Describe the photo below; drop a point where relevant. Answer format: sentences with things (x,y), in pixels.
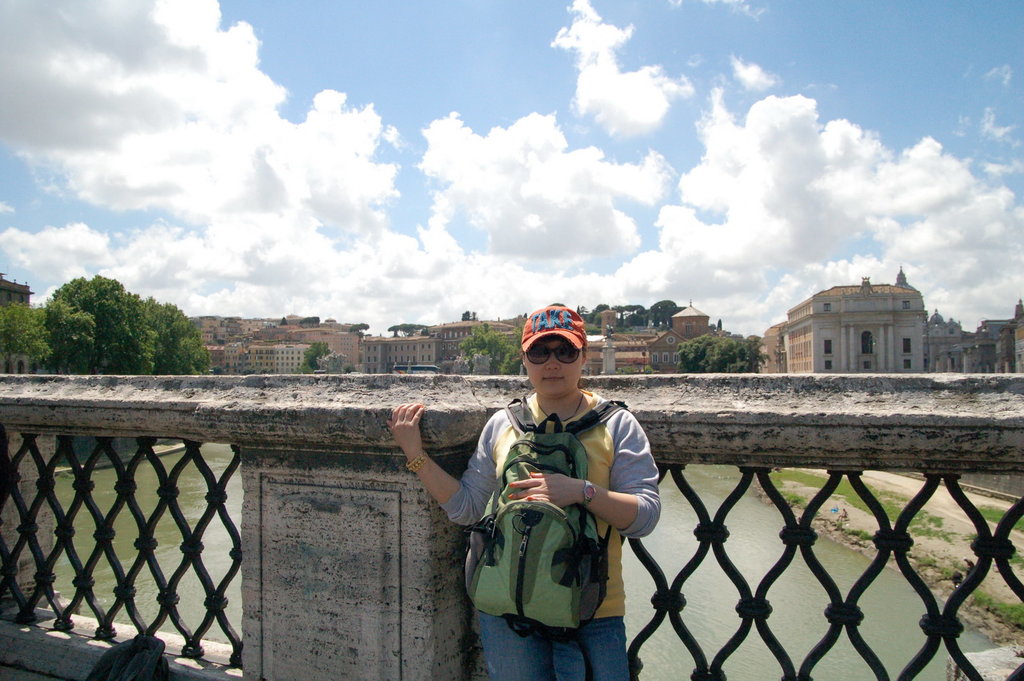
This Image is clicked outside. there is a sky (520,178) on the top (603,181) and there are trees (118,327) on the left side (91,370) and right side (738,358). there is a person (502,503) standing in the middle (597,430). She is hanging bag (544,518) over her body (549,482). She has a cap (566,340) on her head (556,365). There are buildings (618,358) in the middle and there are water (700,613) behind her.
